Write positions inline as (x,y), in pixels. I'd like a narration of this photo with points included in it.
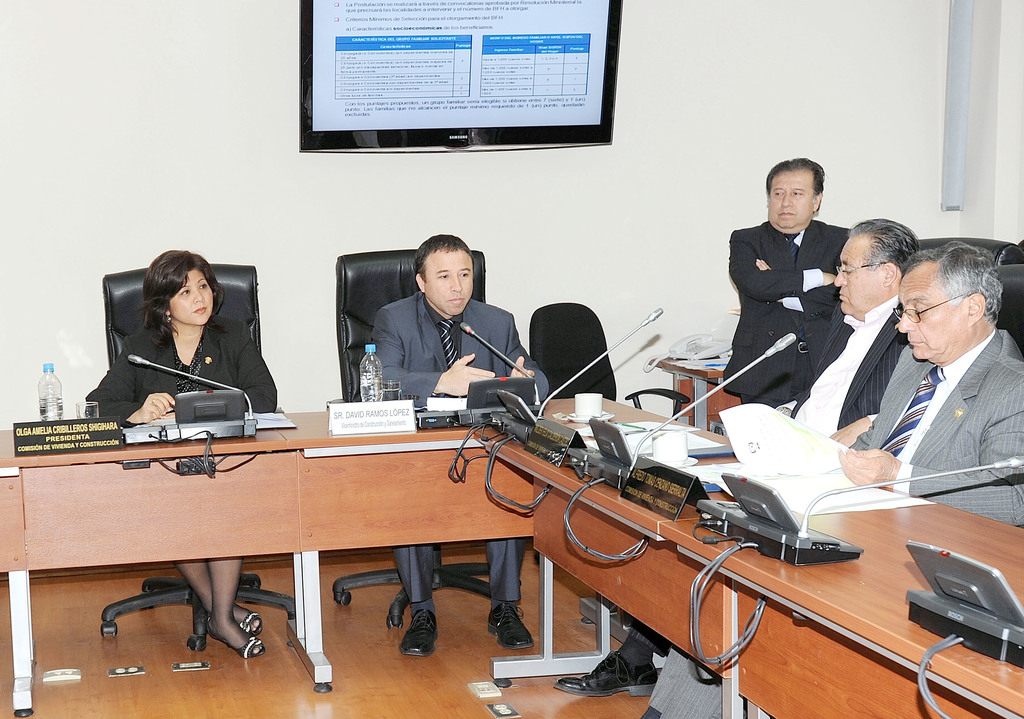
In this image in the front (307,512) there is a table (318,518). On the table (373,477) there are mics (231,417), wires (210,436), bottles (363,396), glasses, papers (729,464) and in the center (446,390) there are persons (905,406) sitting. In the background (498,40) there is a TV (432,115) on the wall (26,258).
